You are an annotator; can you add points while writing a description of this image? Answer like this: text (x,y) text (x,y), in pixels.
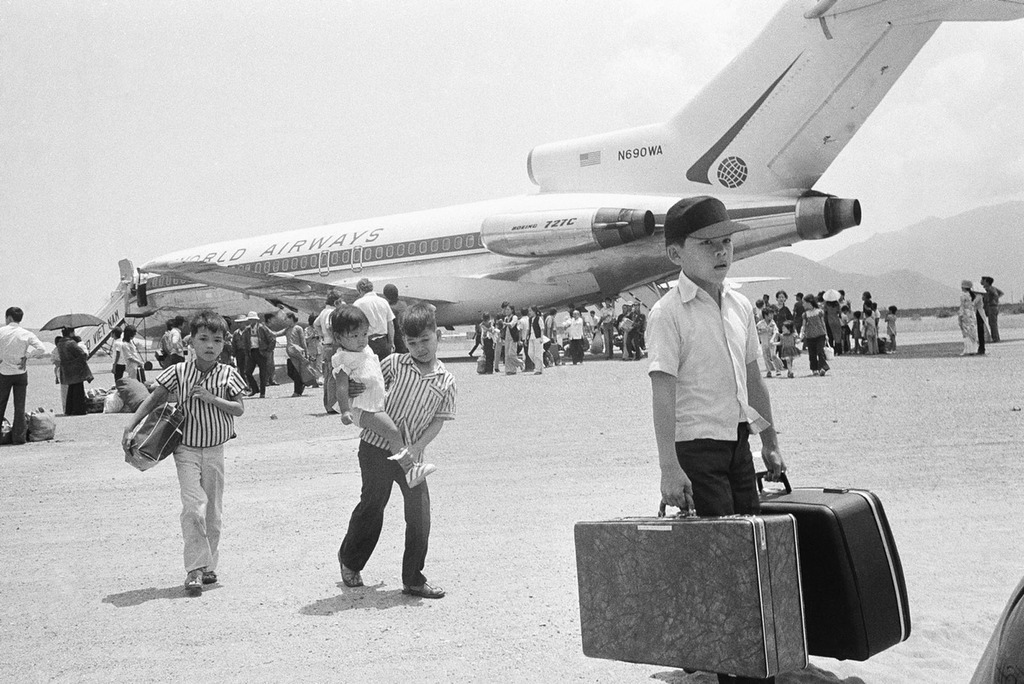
This is the picture of a group of people (557,314) standing near the airplane (827,126) and group of people (389,325) standing and in back ground (153,229) there is a sky (459,196) and mountains (804,276).
